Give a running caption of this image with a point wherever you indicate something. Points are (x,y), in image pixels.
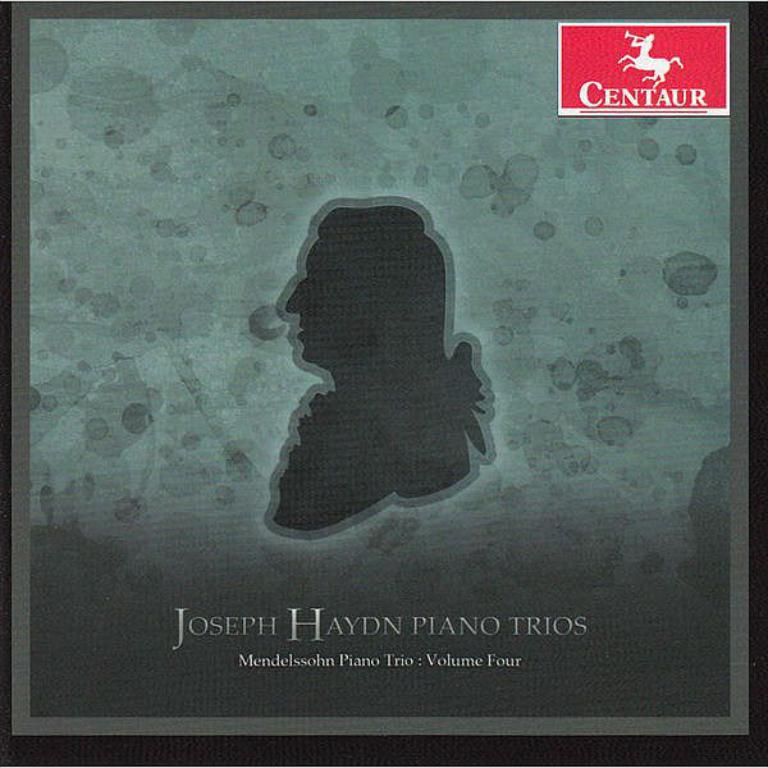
In this picture we can see an object (370,81) seems to be the poster (705,347) and we can see the text (322,629) and some pictures (663,61) on the object (503,300).
